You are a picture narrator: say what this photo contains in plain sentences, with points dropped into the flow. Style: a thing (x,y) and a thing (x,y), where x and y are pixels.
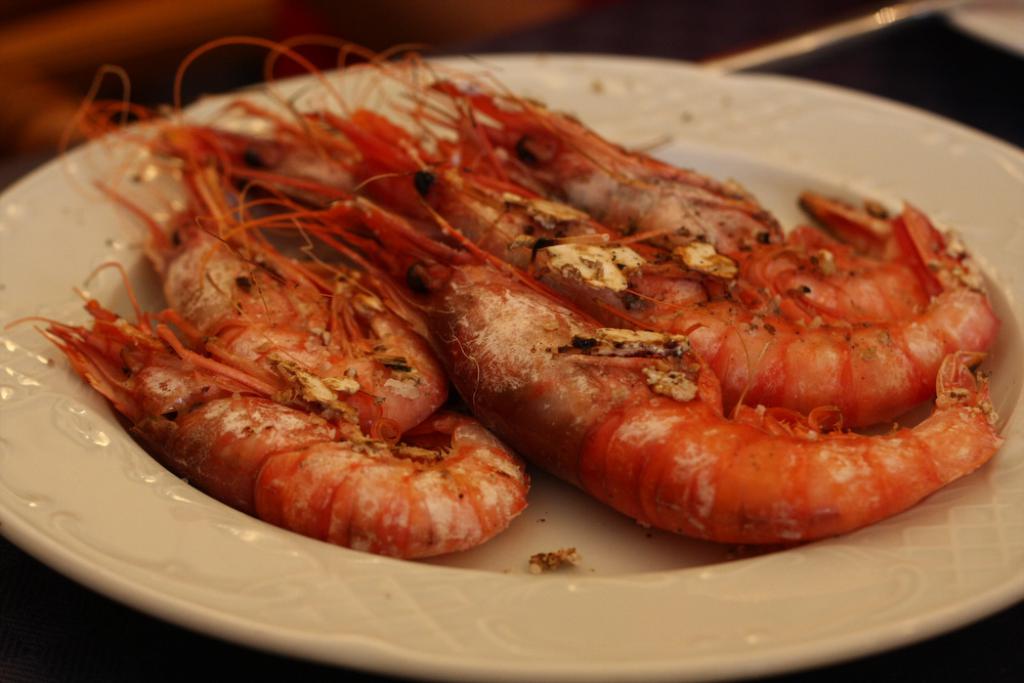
In this image we can see some seafood (406,408) on the plate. There are few objects (861,26) at the right top most of the image (847,24).
